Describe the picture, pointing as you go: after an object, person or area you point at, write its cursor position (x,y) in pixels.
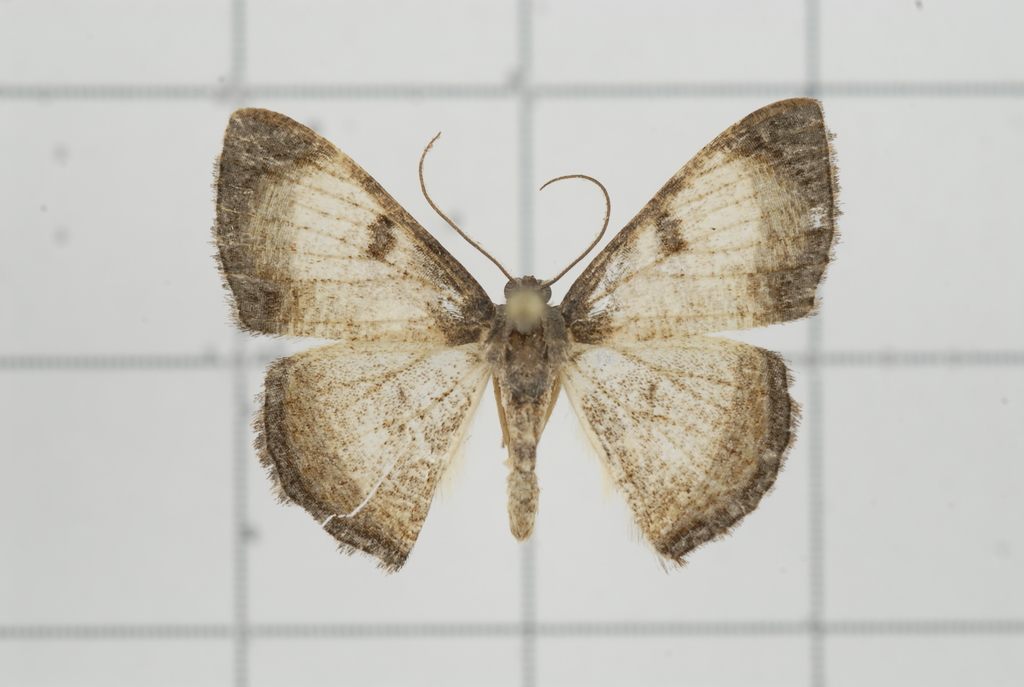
Here in this picture we can see a moth (349,354) represent on a white grid (737,547) over there.
